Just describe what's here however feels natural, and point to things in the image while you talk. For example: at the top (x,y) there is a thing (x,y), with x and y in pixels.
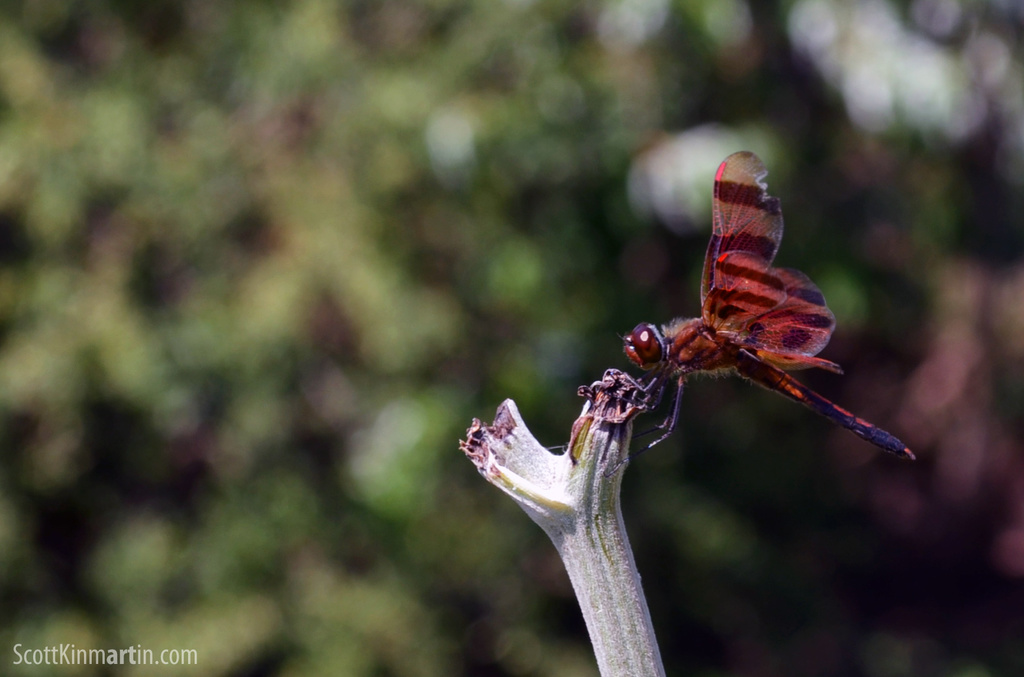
There is an insect (731,333) on the branch (601,485) of a plant (623,616). In the bottom left (120,655), there is a watermark (56,660). And the background (935,83) is blurred.
